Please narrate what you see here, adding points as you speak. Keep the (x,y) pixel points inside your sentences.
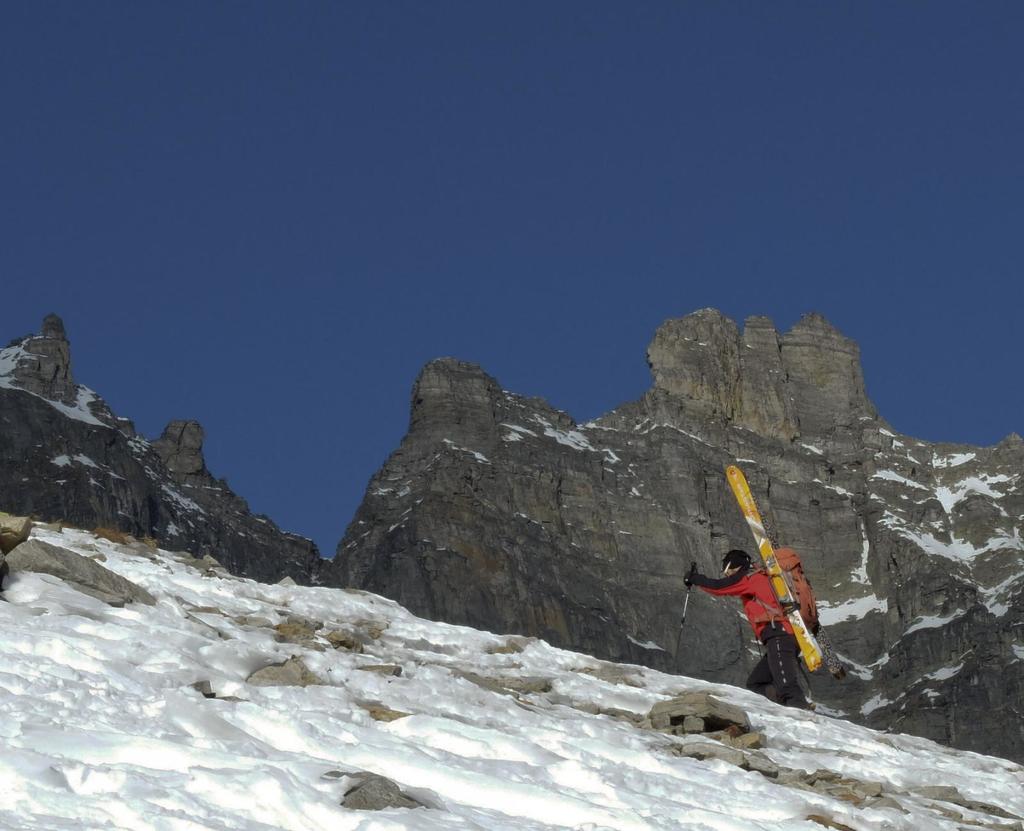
This picture is clicked outside. In the foreground (453,765) we can see the rocks (939,797) and there is a lot of snow (162,567). On the right (747,610) we can see a person (742,573) wearing backpack (809,597) and some objects (739,482) seems to be the ski-boards (763,540) and holding an object (687,606) and seems to be walking. In the background (501,285) we can see the sky (404,369) and the rocks (781,499).
